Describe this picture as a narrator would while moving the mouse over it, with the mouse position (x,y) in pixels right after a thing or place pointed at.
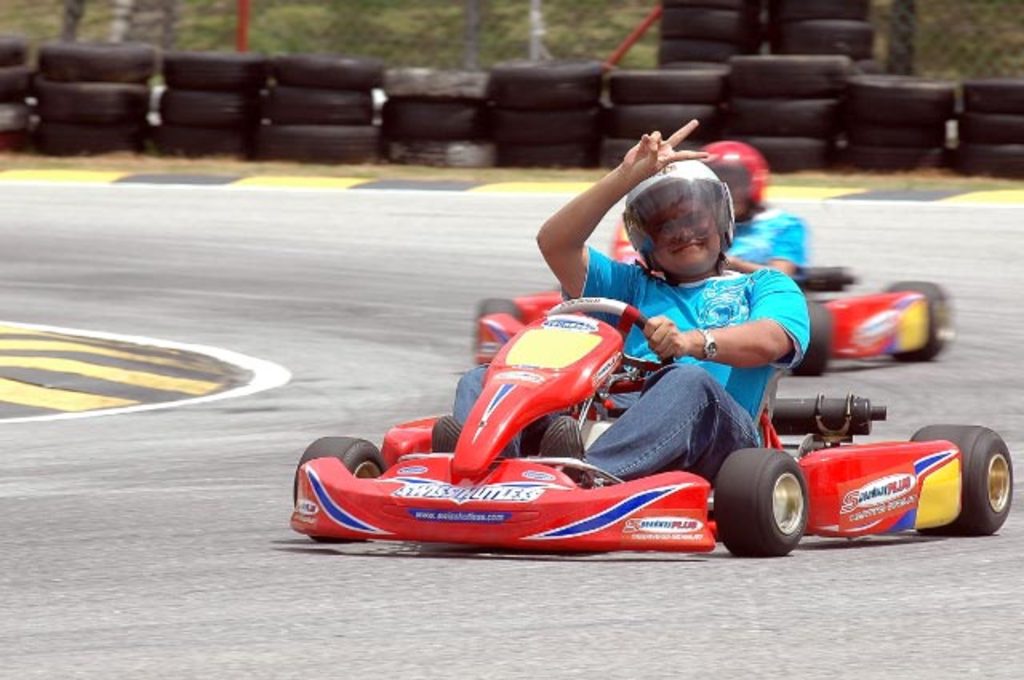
there are two man's (731,197) riding go-karts (458,474) behind them there are tyres (490,133) arranged in rows.
